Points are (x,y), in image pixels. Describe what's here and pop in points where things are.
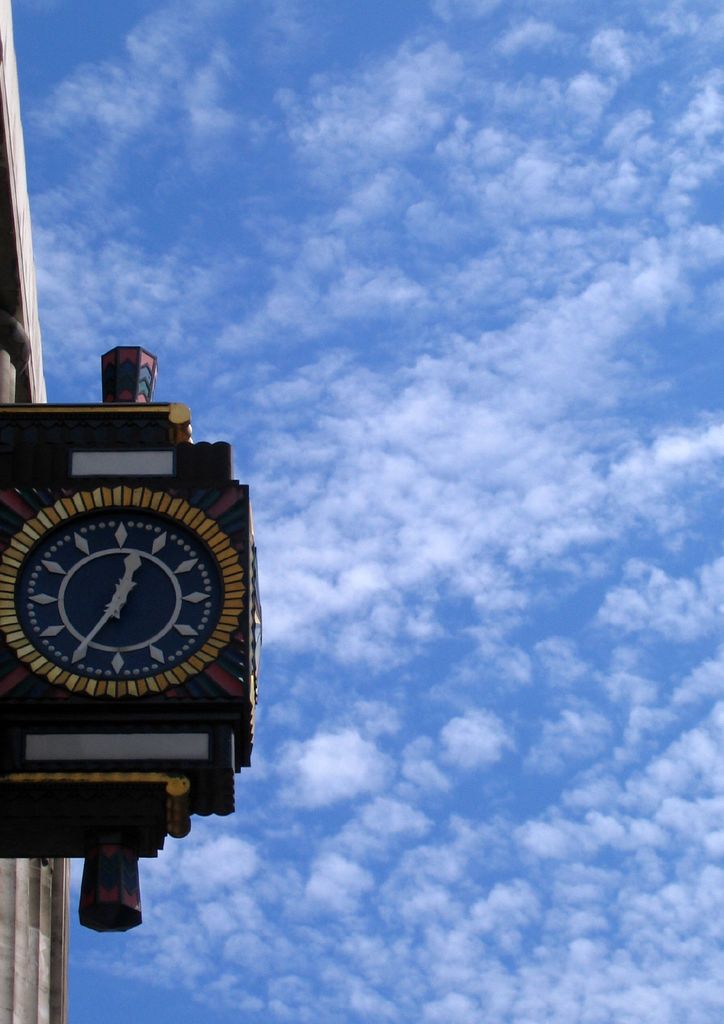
In the picture I can see a clock (109,677) is attached to an object (43,712). In the background (409,464) I can see the sky (403,441).
